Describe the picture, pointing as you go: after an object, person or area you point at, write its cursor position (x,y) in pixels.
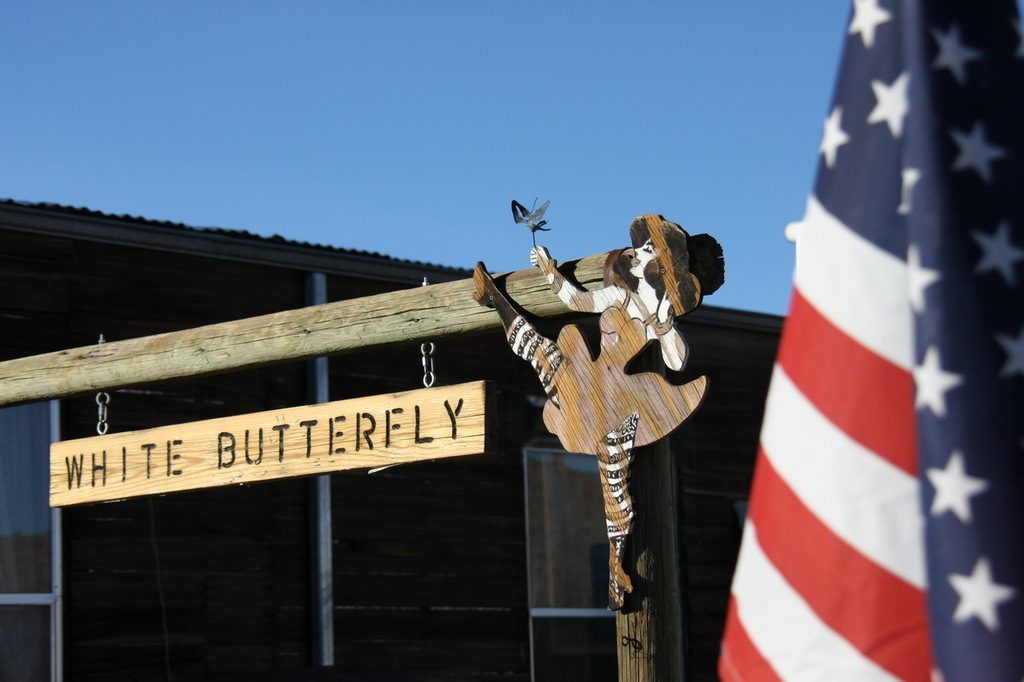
This picture is clicked outside. On the right (693,390) we can see a picture (646,392) of a woman (613,323) and we can see the flag (953,378). On the left (75,478) there is a board (202,449) attached to the wooden log (440,305). In the background (376,351) there is a sky (351,211) and a building (92,231).
